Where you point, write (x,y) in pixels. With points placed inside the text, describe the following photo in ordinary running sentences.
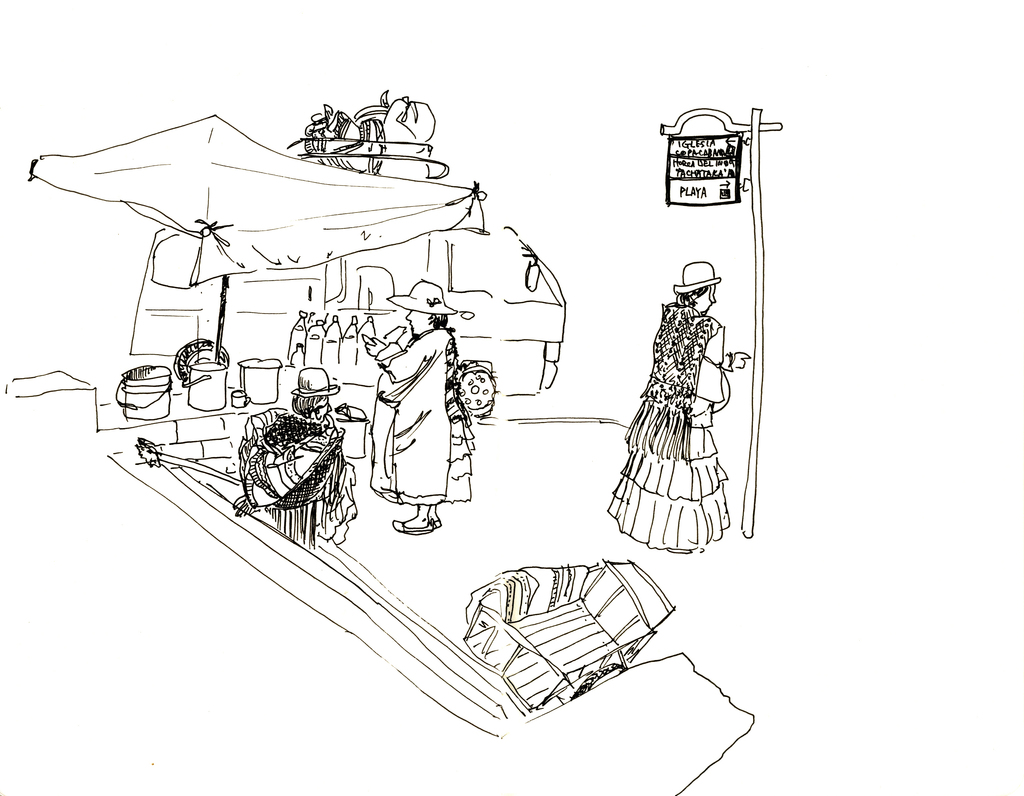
In the picture we can see a drawing (418,591) of a two women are standing, one woman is standing near the pole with board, beside it, we can see another woman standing near the desk (199,415), on it we can see some things (212,406) are placed and behind it we can see a van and some things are placed on the top of it.
